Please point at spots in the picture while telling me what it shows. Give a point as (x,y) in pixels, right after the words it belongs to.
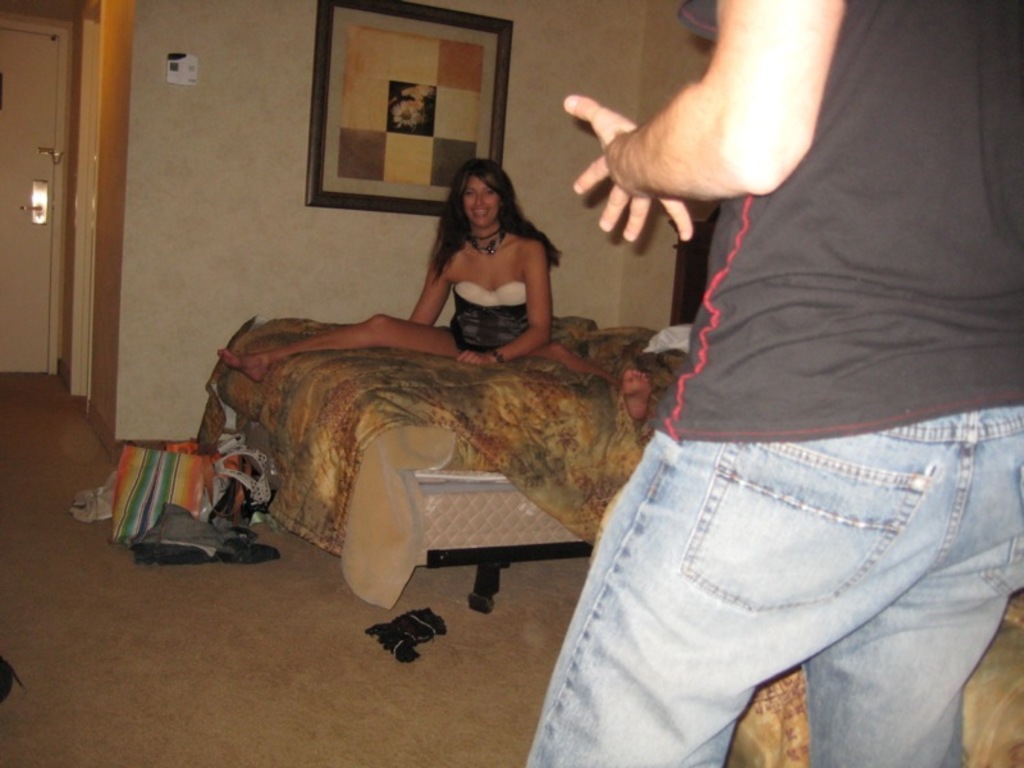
In this image there is a girl (473,252) sitting on the bed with a smile on her face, in front of the bed (557,381) there is a person (733,344) standing and there is a frame (354,110) hanging on the wall (227,193), beside the wall (235,297) there is a closed door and there are few other objects (178,521) on the surface (259,620).
